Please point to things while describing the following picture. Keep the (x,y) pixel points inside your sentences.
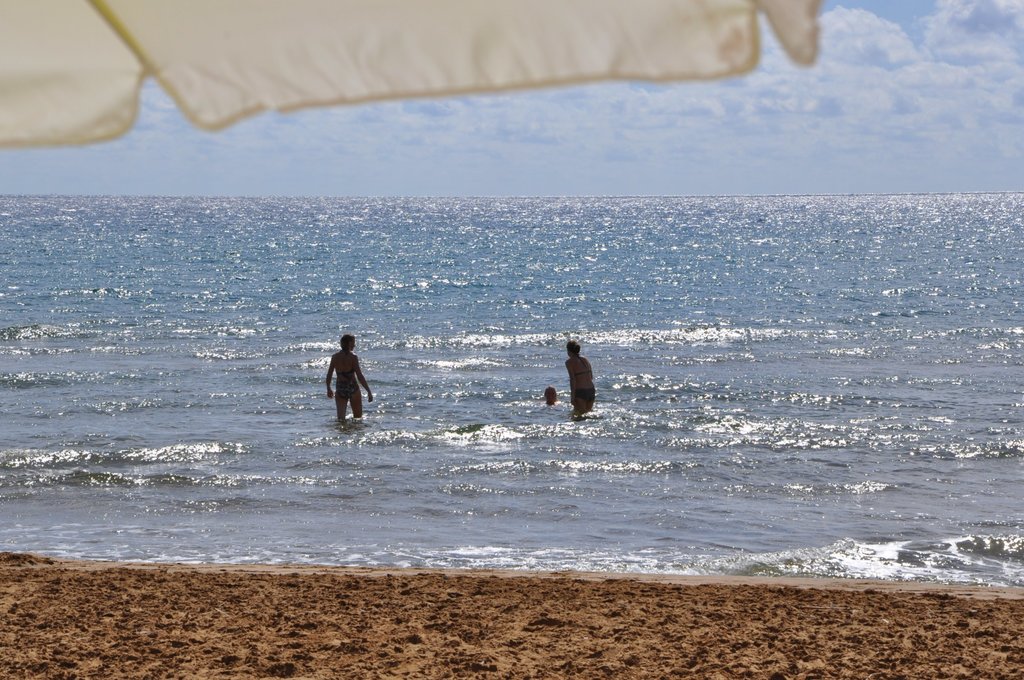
In the picture I can see sand (376,643) and there are three persons (587,363) in water (519,389) and there is a white color object (103,51) in the left top corner (142,36).
